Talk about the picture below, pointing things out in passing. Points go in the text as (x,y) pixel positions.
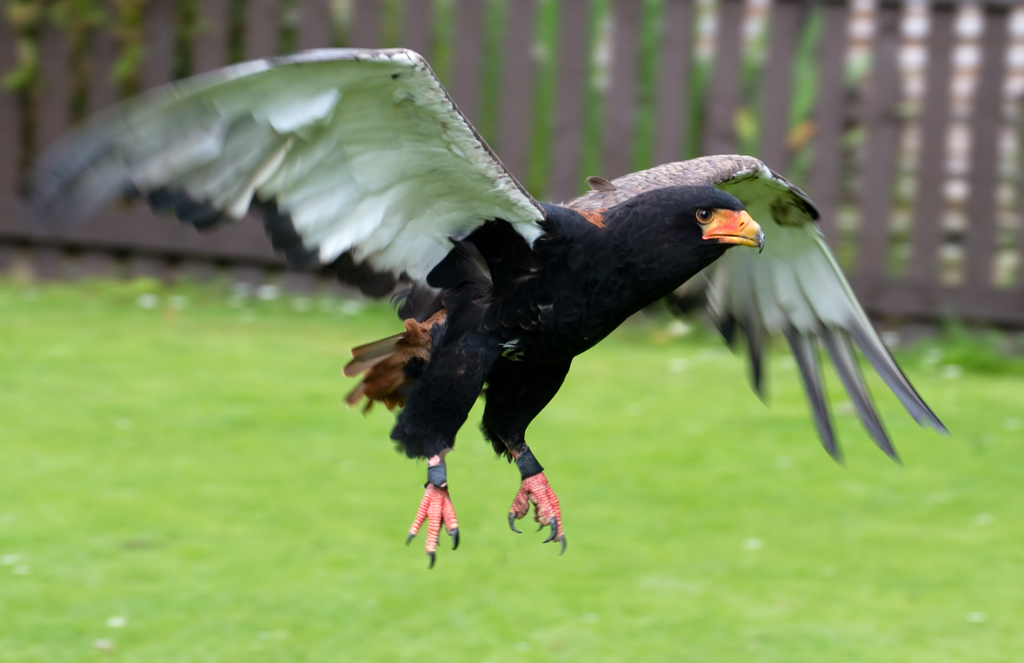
In the center of the picture (574,334) there is an eagle (519,323) flying. At the bottom (402,593) it is grass (181,358). In the background (197,49) there are trees (850,74) and railing (528,103).
